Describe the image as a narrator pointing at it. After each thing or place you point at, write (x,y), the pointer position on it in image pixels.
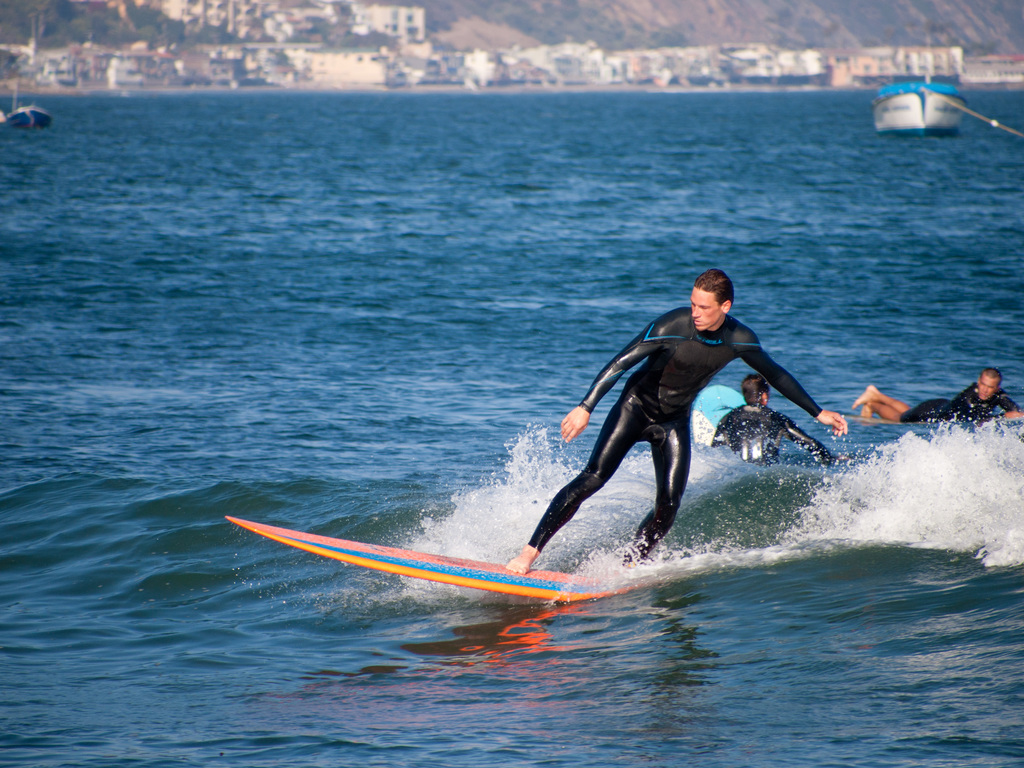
In this image we can see some people (727,439) surfing on water (520,538). We can also see some boats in a water body (462,203), a group of buildings (736,66) and some trees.
